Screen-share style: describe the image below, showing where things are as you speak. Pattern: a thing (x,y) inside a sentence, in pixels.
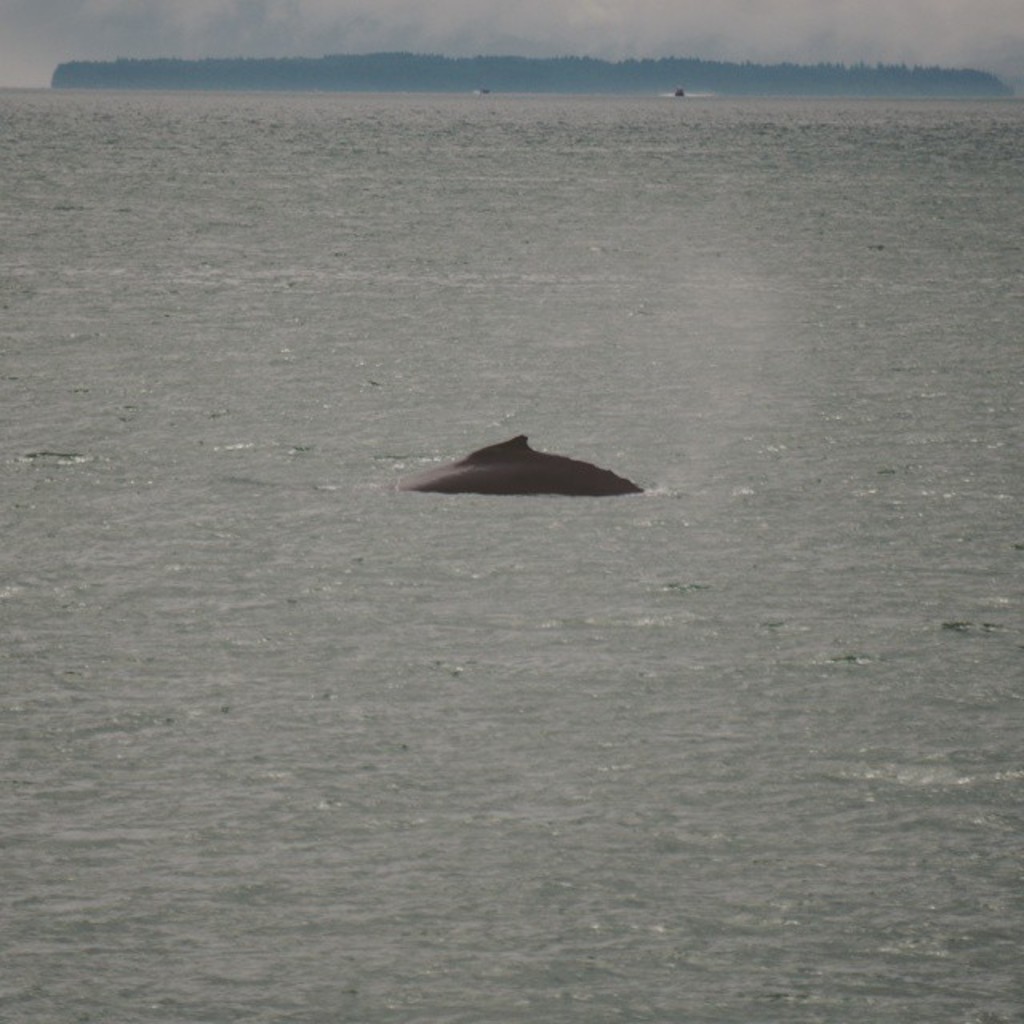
In this image I can see a whale (589,472) or a dolphin (583,483) in the center of the image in a sea (694,124). I can see trees (171,60) towards the top (511,87) and at the top of the image (642,40) I can see the sky (797,29).
